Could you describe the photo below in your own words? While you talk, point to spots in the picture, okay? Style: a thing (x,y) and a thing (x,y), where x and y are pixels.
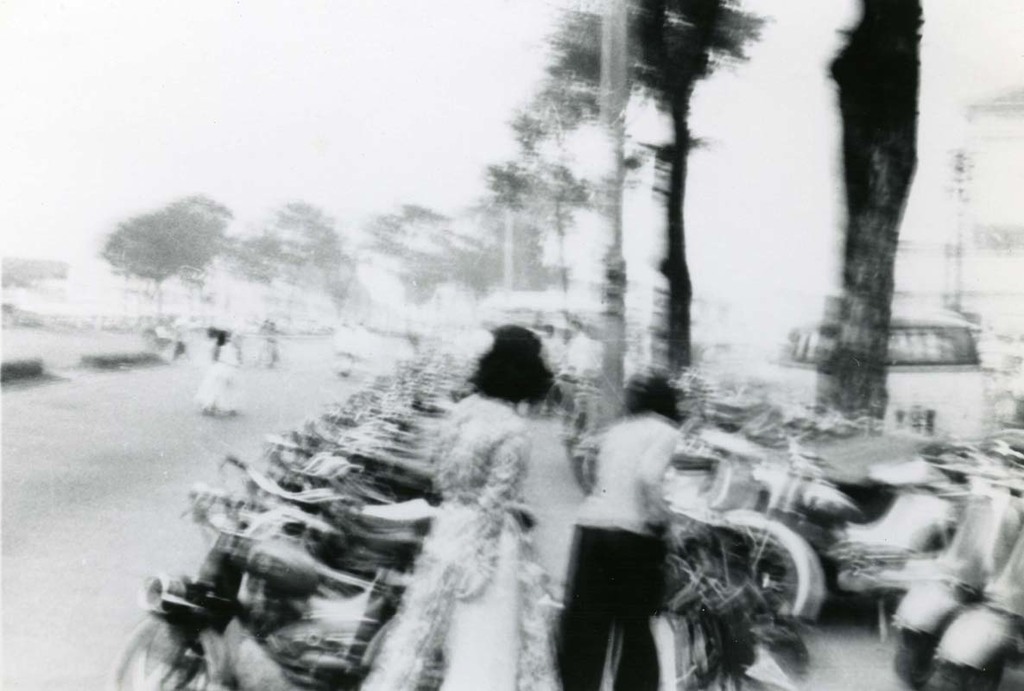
This is a black and white image where we can see some people (457,649) standing beside the vehicles (834,508), at the back (209,246) there are some trees (848,365). Also the image is blur.
